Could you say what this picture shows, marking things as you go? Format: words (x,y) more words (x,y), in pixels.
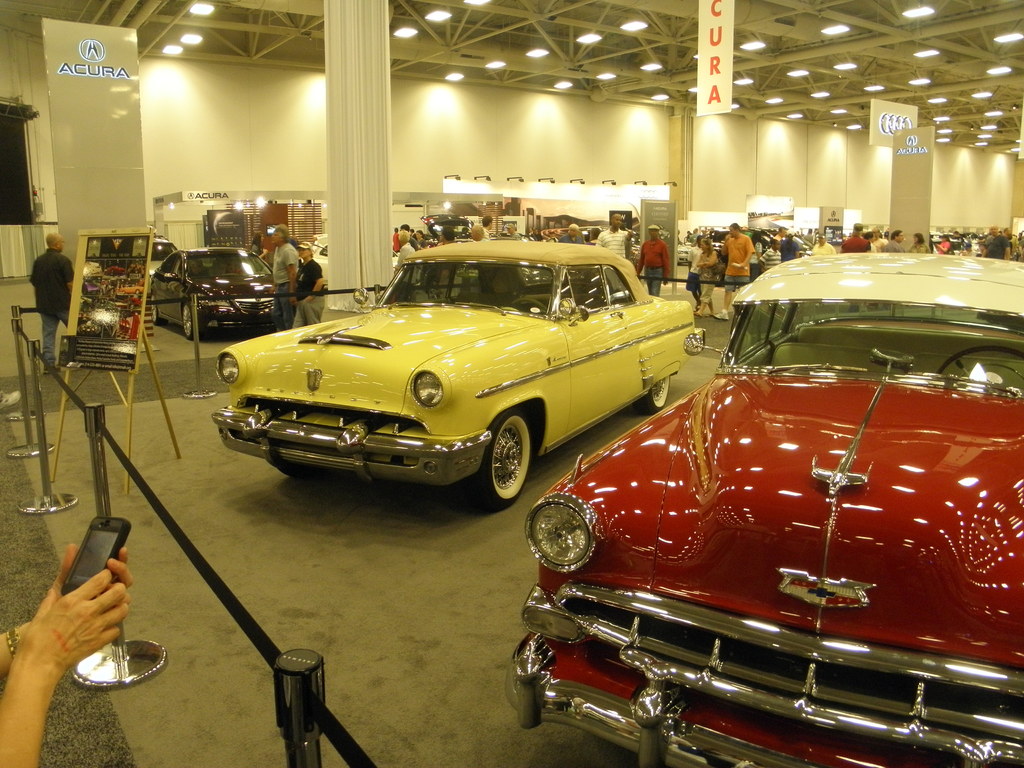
In this picture we can see car showroom (630,251). In the background (605,235) we can see the group of persons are standing near to the cars (610,337). At the top (193,7) we can see many lights (1006,43) on the roof (220,19). On the top left corner (134,125) there is a banner (98,171) near to the window (26,161). At the bottom left corner (108,572) we can see a woman's hand (18,748) who is holding a mobile phone (90,527). At the top right corner (886,124) there is a company logo (911,138).
